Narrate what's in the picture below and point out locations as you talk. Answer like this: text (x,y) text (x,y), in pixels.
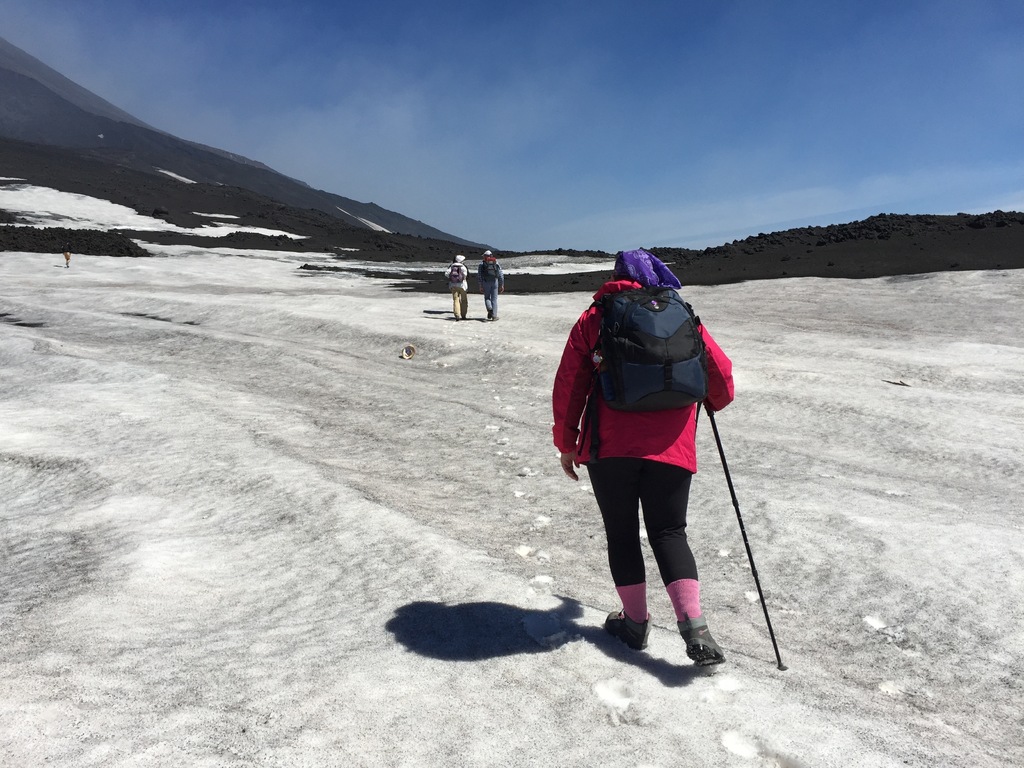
In this image I can see three persons (604,482) standing and carrying backpacks (648,318). And one of the person (614,444) is holding an object (736,502). There is snow (278,390), there are mountains (272,205) and in the background (620,92) there is sky (585,84).
